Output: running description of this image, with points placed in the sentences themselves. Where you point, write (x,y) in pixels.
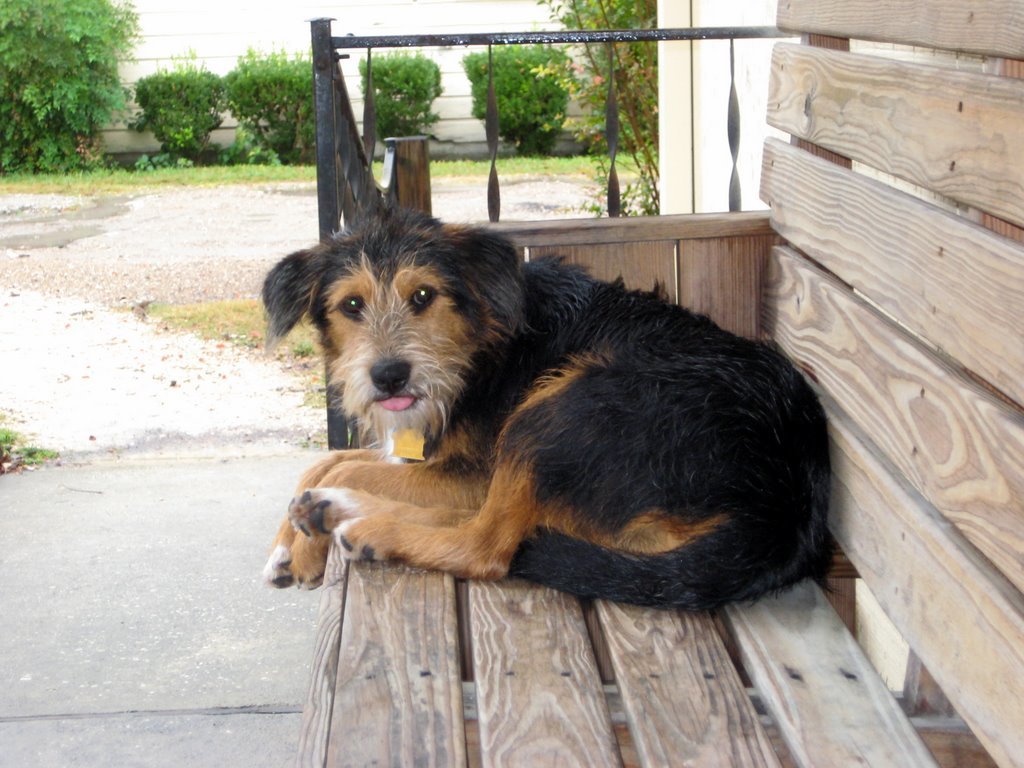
In this image we can see a dog (653,383) on a wooden bench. On the backside (270,173) we can see a metal fence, plants (263,139), grass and a wall (308,34).
